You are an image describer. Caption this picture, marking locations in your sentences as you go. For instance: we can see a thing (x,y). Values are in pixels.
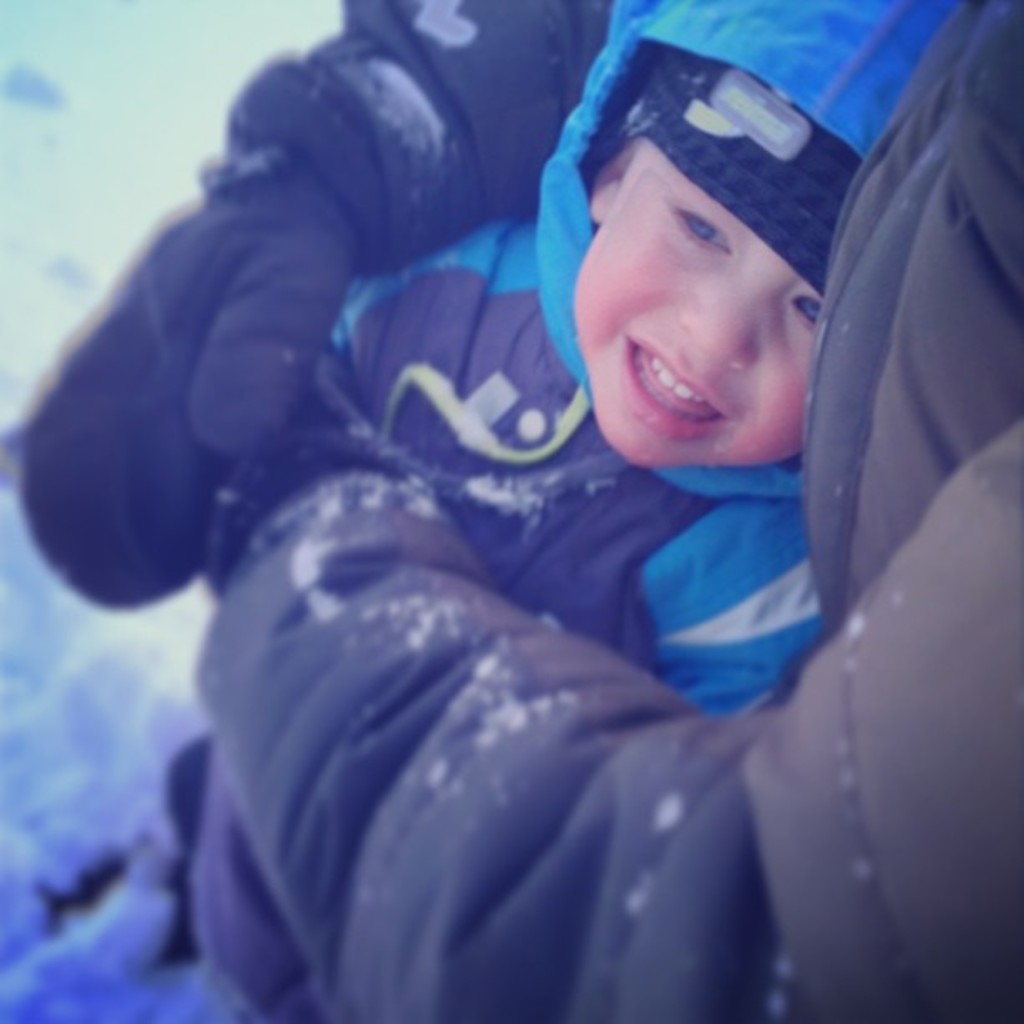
In this image in the foreground (788,326) there is one person (920,671) who is holding one boy (422,457), and in the background (79,629) there is snow (162,777) and the persons (484,614) are wearing some jackets (813,507).
